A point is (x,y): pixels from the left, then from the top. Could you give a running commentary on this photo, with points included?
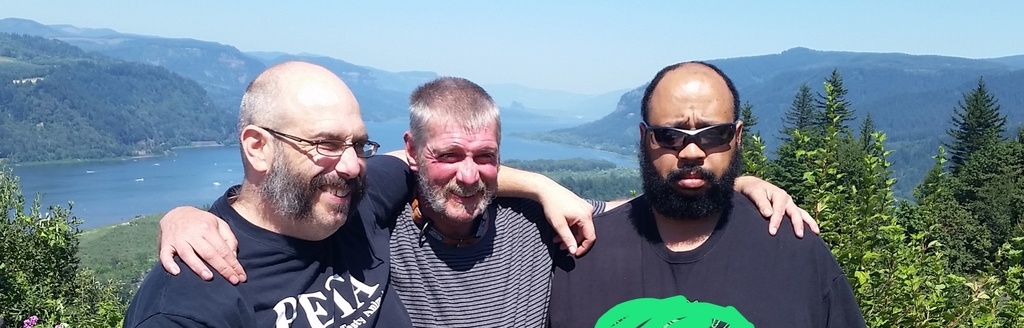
In this picture we can see three people (742,263), two people (656,290) are wearing spectacles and in the background (819,7) we can see trees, water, mountains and sky (807,14).
